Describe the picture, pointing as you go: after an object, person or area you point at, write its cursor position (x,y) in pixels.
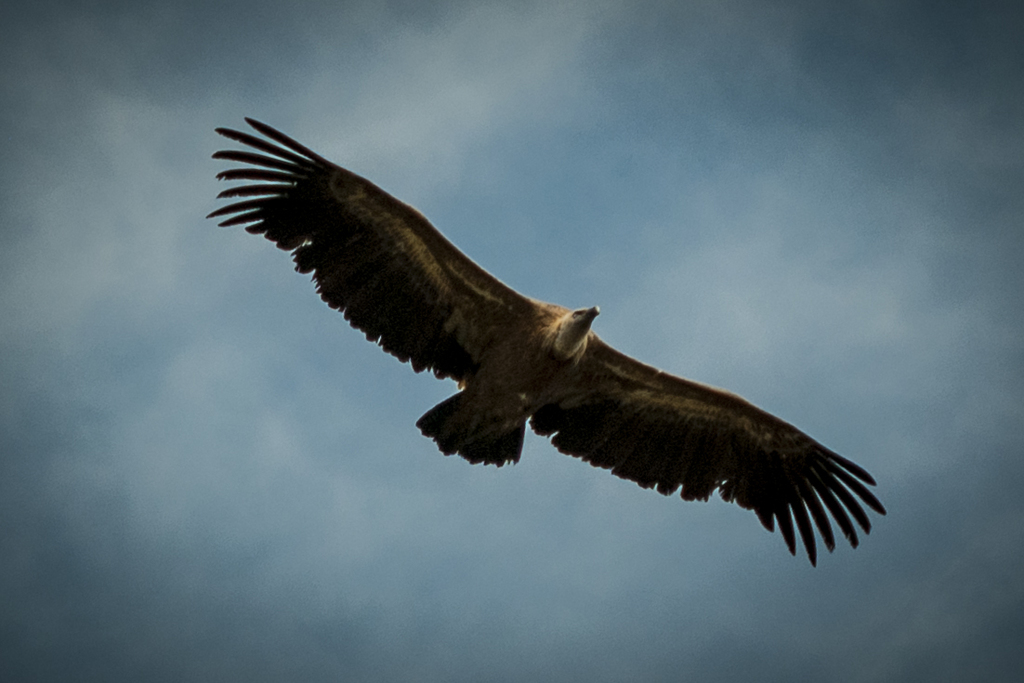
In the picture I can see a vulture (490,397) flying in the air (388,389) and the sky (651,342) is cloudy.
